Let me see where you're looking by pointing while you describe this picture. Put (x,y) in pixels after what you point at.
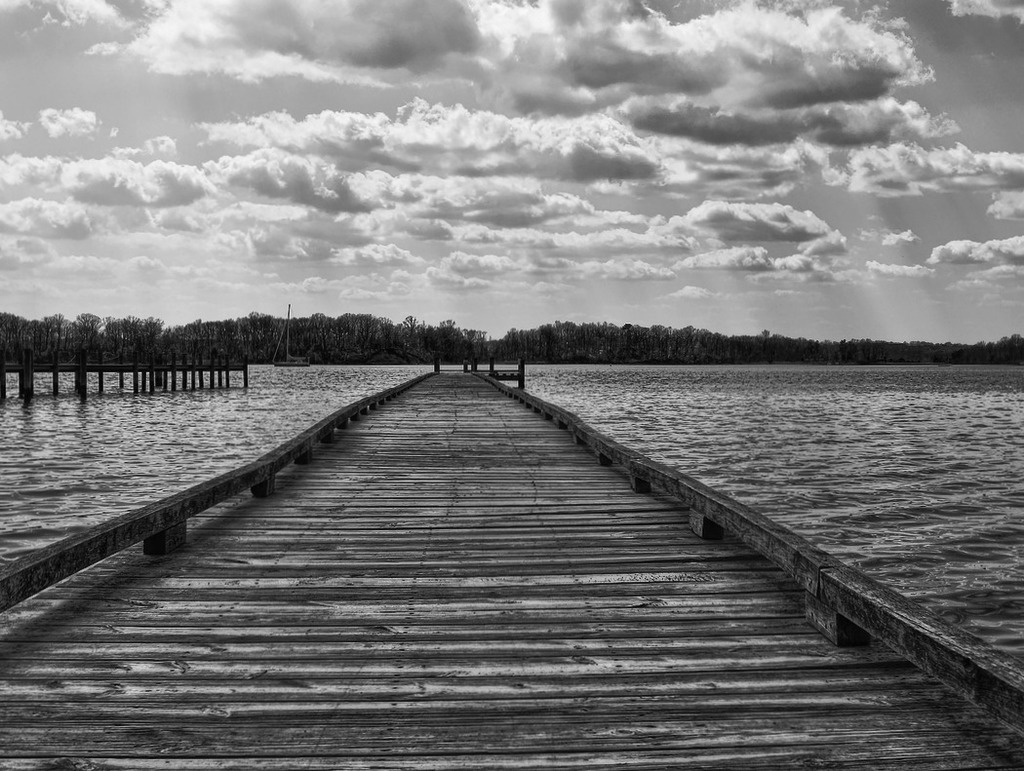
In this image we can see a surface of water (220,411), dock (510,487) and trees (255,350). In the background (595,237), we can see a cloudy sky (640,228).
